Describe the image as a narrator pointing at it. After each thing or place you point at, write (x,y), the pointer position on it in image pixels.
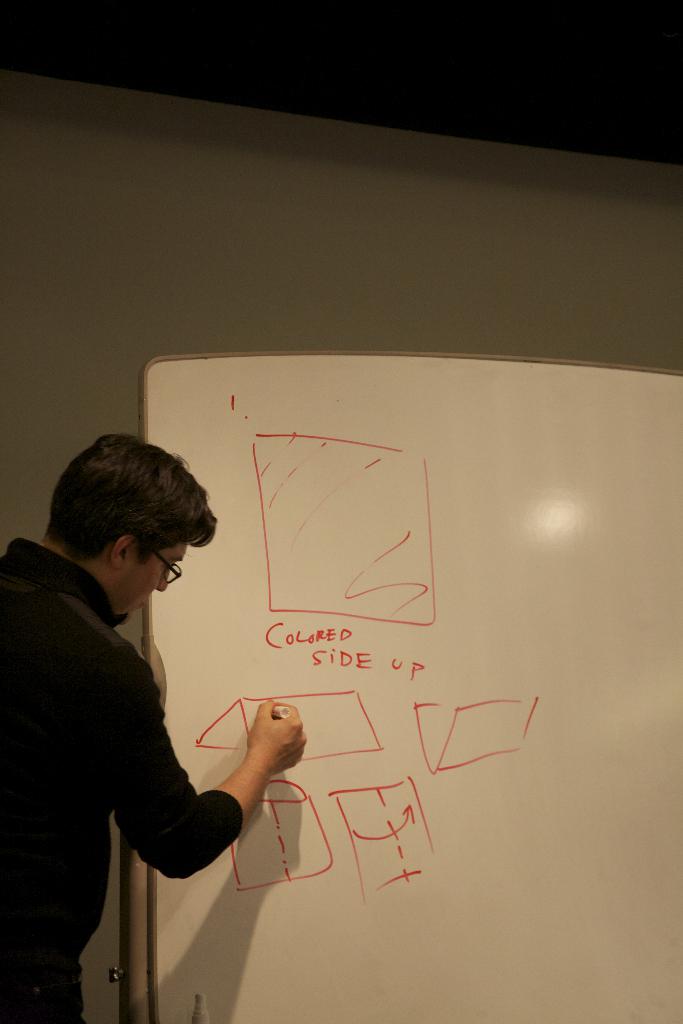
In the picture there is man (73,691) he is writing something on the board (398,757) with a red sketch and behind the board (226,685) there is a wall (372,247).
